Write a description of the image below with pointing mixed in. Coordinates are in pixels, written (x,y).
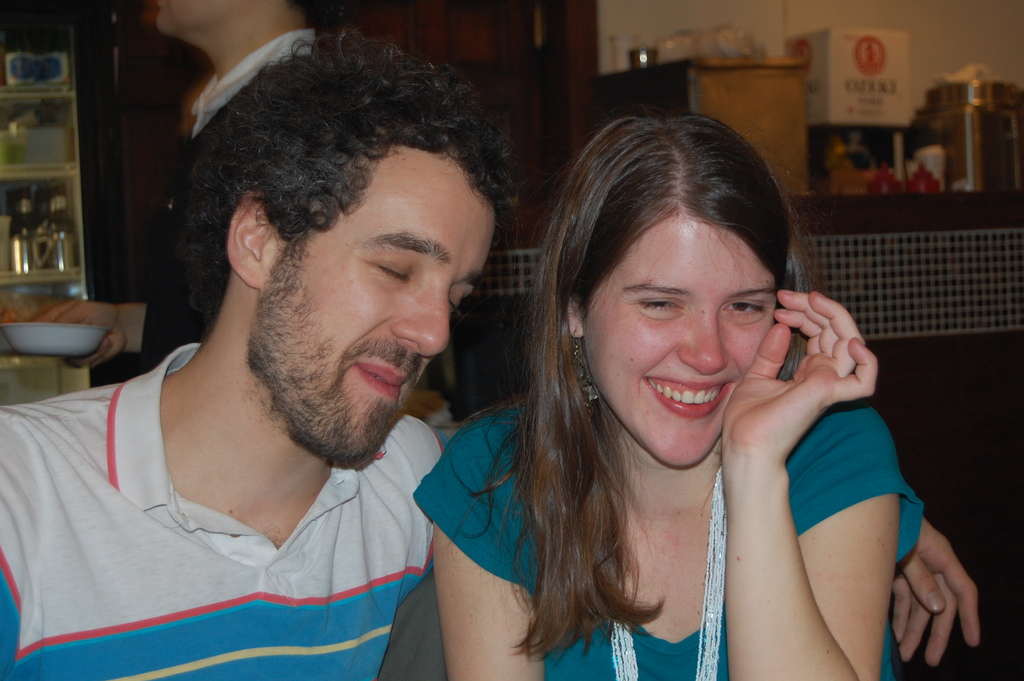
This image is taken indoors. In the background (628,63) there is a wall (914,49) and there are many objects (867,103). There is a door (478,15). On the left side of the image (36,218) there is a cupboard (38,212) with a few things (25,252) on the shelves (29,174). A person (202,31) is standing and holding a bowl (76,332) in the hands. In the middle of the image (541,392) a man (367,452) and a woman (593,541) are sitting on the couch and they are with smiling faces (374,358).
